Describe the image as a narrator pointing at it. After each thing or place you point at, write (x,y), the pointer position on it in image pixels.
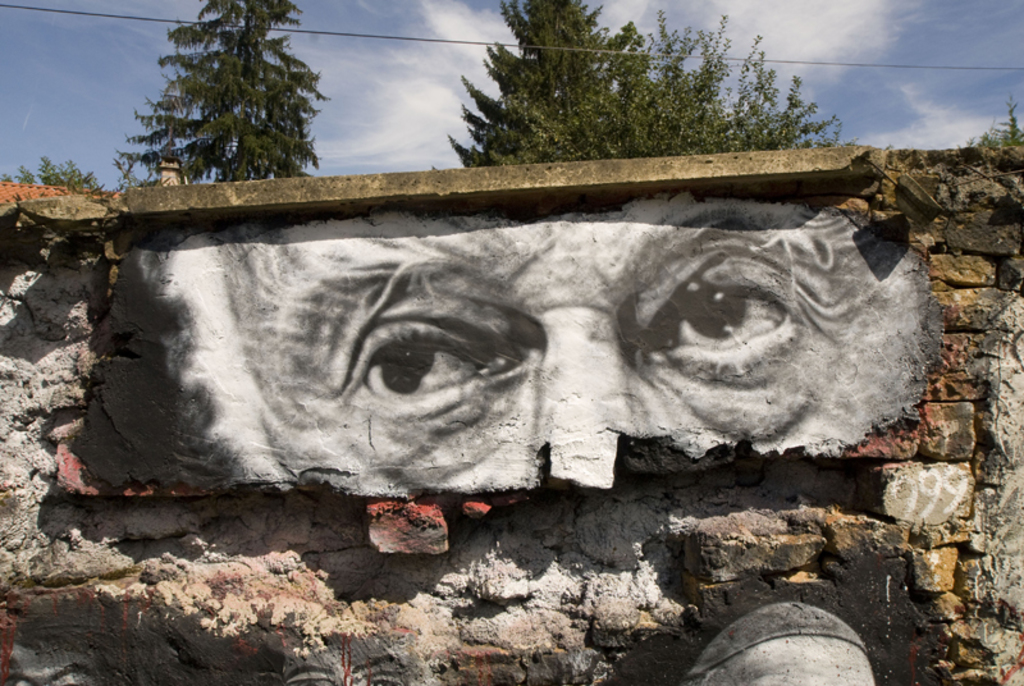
In the center of the image (432,306) there is a wall (222,649) on which there is a painting (297,426) of person's eyes (445,384). In the background of the image (548,111) there are trees (202,88), sky (112,61) and a wire (45,9).
